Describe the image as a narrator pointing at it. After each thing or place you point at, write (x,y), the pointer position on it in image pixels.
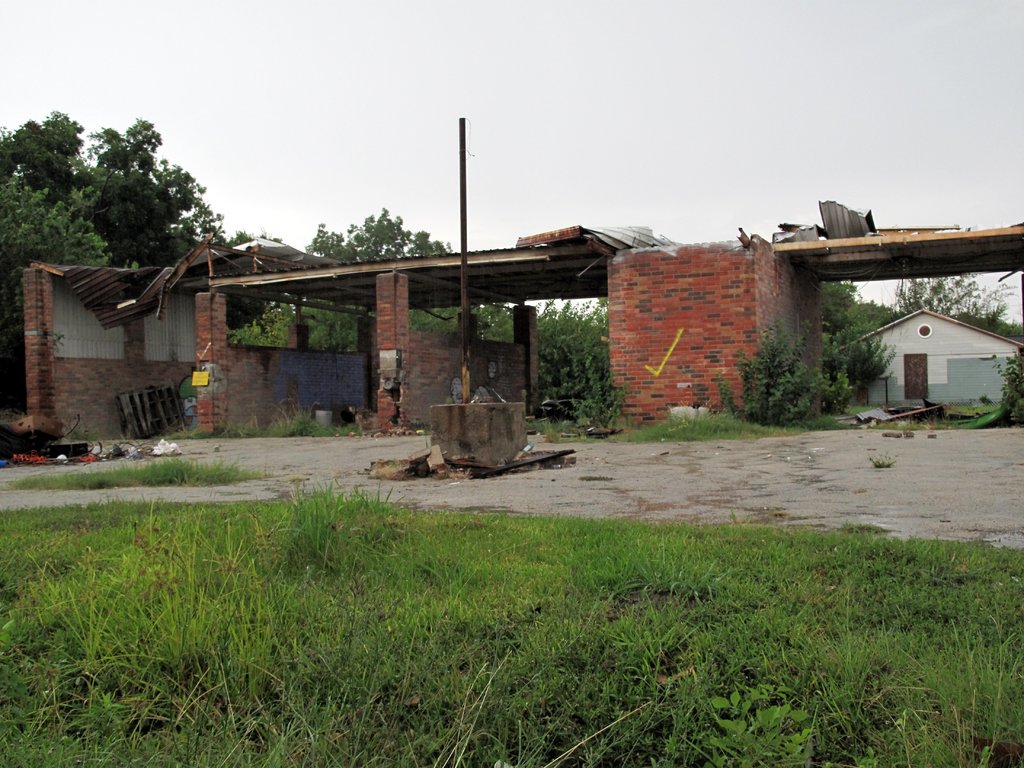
There is grassland (394,554) in the foreground area of the image (540,542), there is a pole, sheds (666,392), other items (444,447), trees (859,350), metal sheets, house (1006,339) and the sky (902,173) in the background (867,185).
